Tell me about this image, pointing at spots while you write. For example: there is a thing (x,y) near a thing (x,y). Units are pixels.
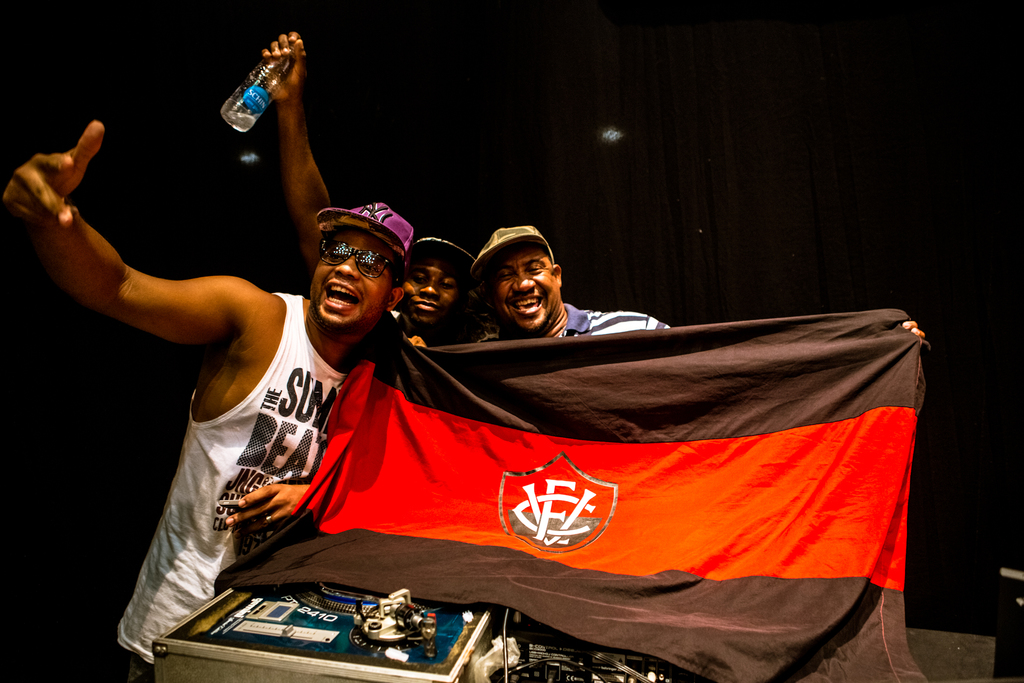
In the center of the image (418,343) we can see three persons (330,387) are standing and they are holding one flag (466,401). And the center person (455,322) is holding water bottle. And we can see they are smiling, which we can see on their faces (328,319). And they are wearing caps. In front of them, there is a table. On the table (462,658), we can see one turntable (475,614), tools (665,670) and a few other objects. In the background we can see the lights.
